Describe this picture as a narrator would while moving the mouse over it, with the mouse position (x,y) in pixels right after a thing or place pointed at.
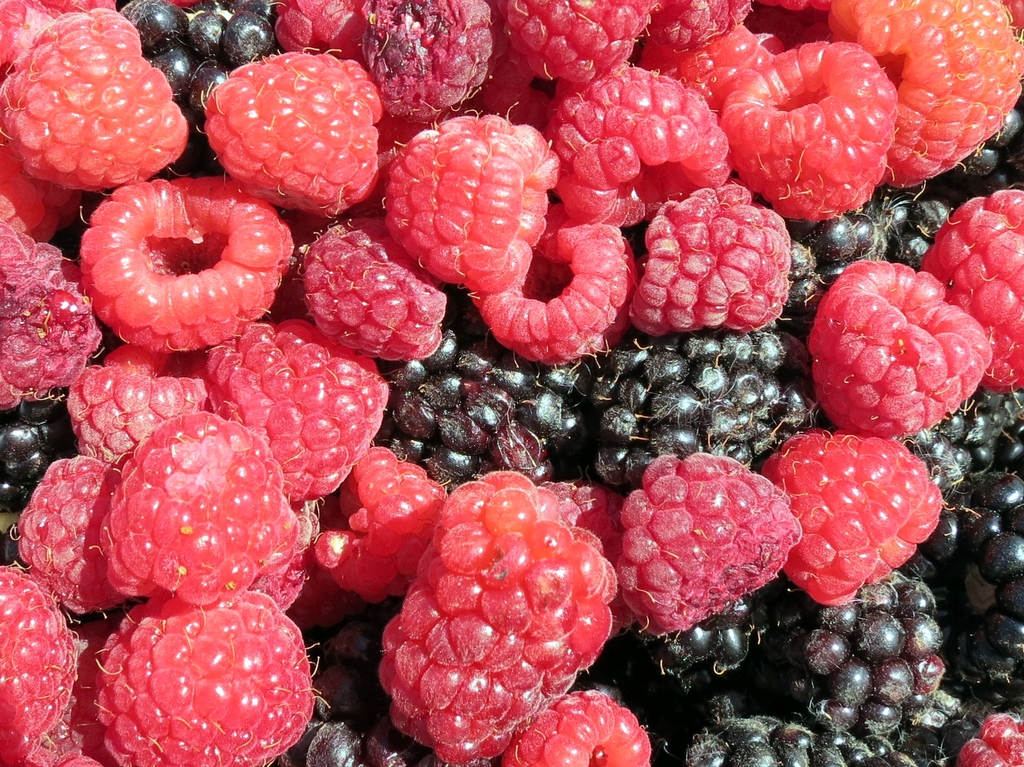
In this picture we can see berries (307,292) are there.
